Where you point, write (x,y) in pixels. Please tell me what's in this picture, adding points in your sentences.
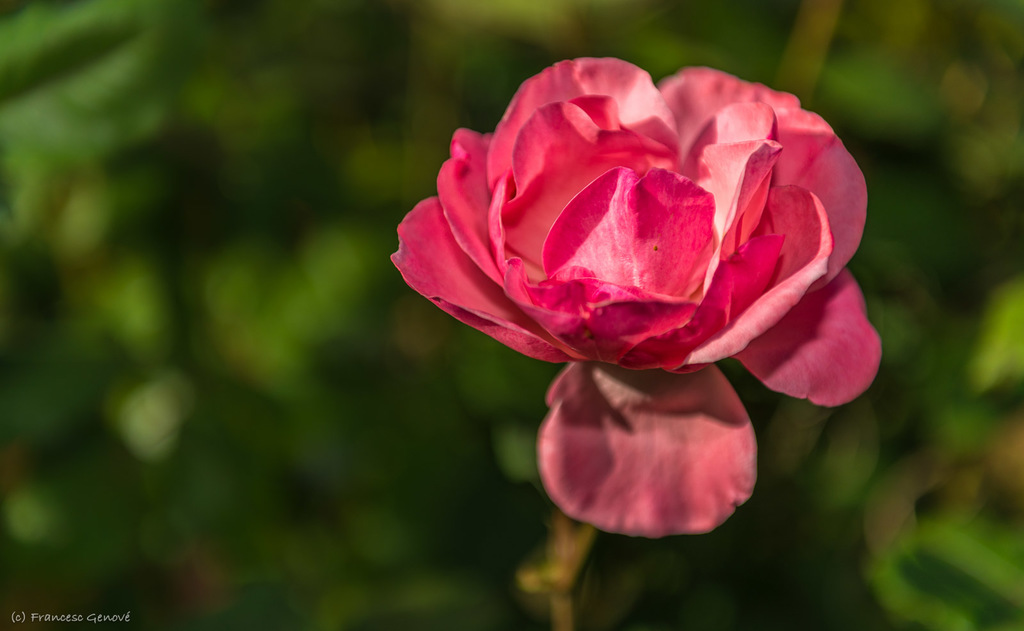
In this image we can see some text (21,617) on the bottom left side of the image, one red flower (651,266) with stem (567,543), it looks like some plants (217,446) in the background (239,490) and the background (192,433) is blurred.
